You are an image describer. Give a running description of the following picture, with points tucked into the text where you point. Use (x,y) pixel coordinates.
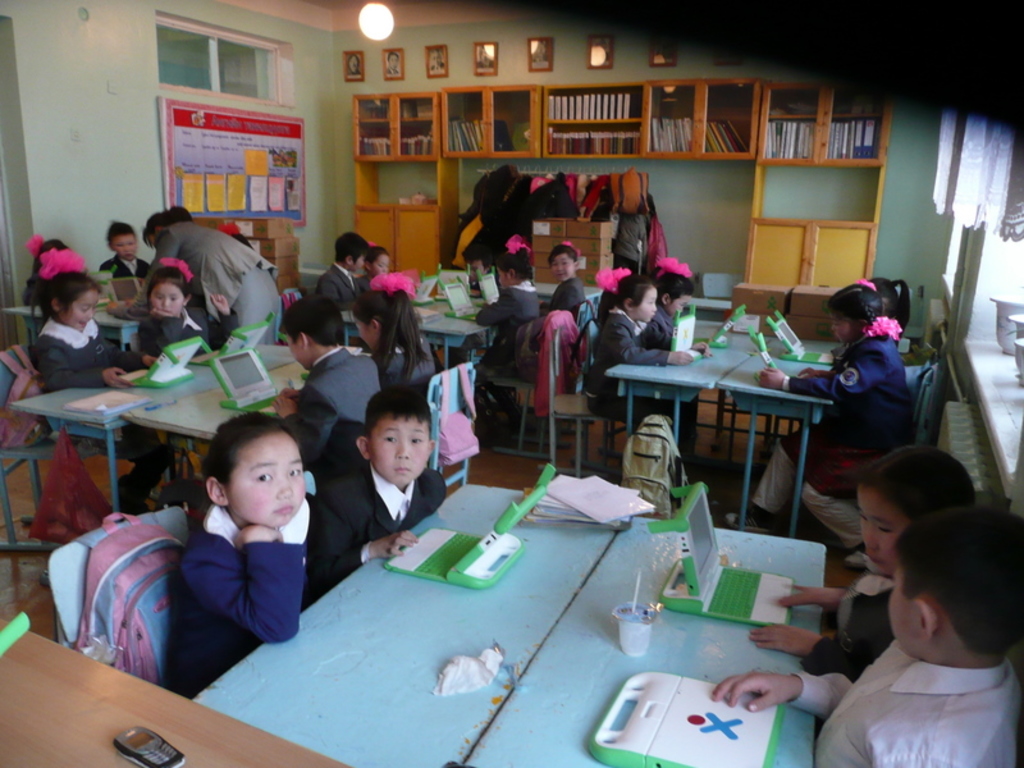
In the image we can see there are kids (415,441) who are sitting on chair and in front of them there is a table (419,654) and a laptop (710,563).
